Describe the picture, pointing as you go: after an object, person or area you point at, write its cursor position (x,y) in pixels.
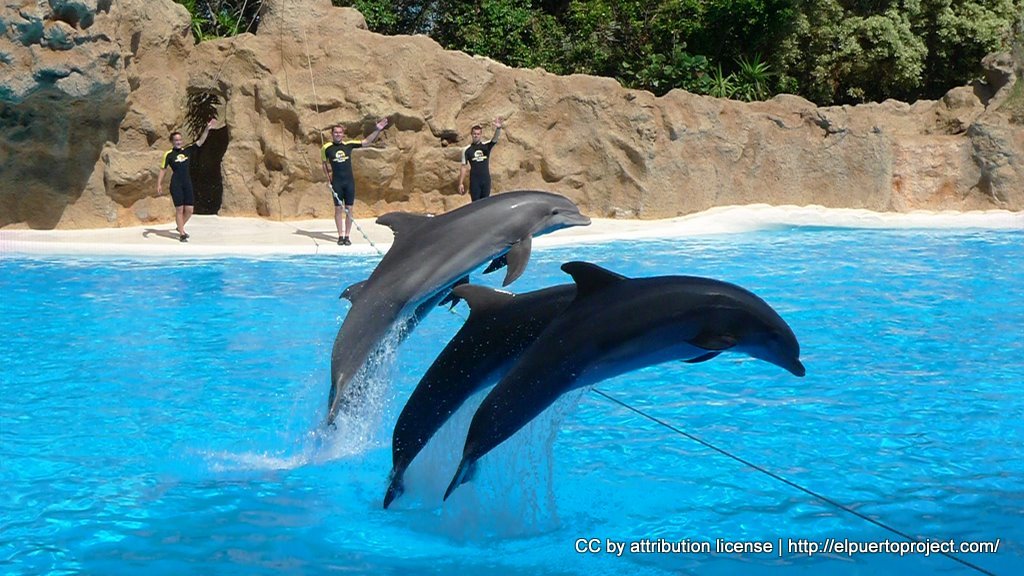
In this image we can see three dolphins (464,378) which are jumping through the rope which is held by the one of the three persons (363,140) who are standing in the middle of the image (403,197) and all the three were wearing similar color dress (482,156) and in the background of the image (305,92) there is hill (393,98) and some trees (668,39) and in the foreground of the image (309,393) there is water (322,414).
